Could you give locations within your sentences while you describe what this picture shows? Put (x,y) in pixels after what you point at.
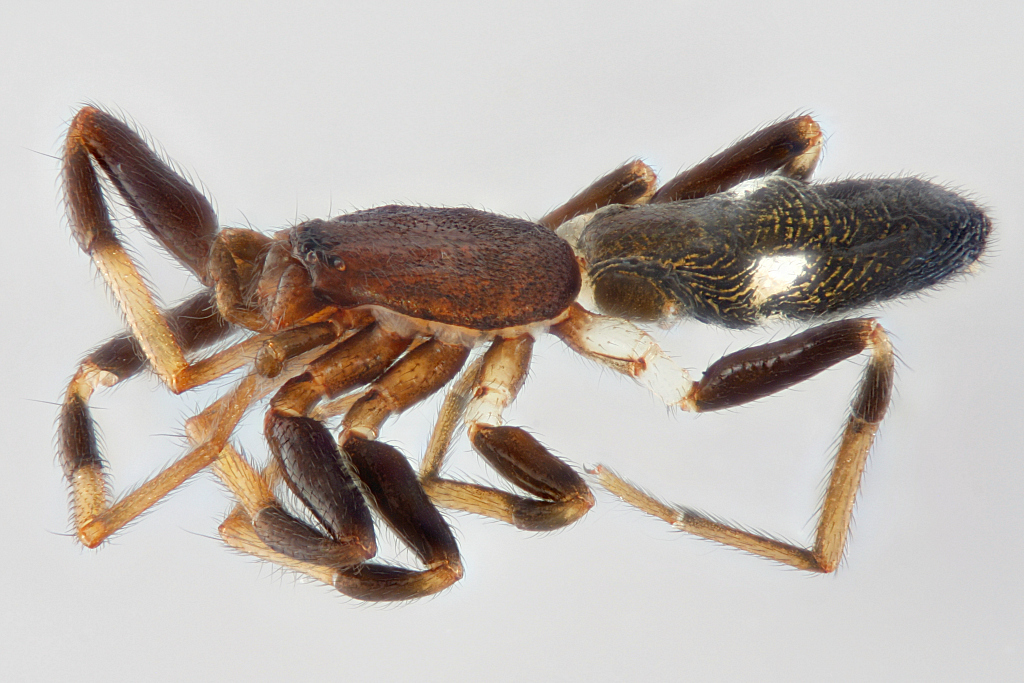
In this image I can see an insect (580,278) in brown, black and cream color. Background (479,118) is in white color.
